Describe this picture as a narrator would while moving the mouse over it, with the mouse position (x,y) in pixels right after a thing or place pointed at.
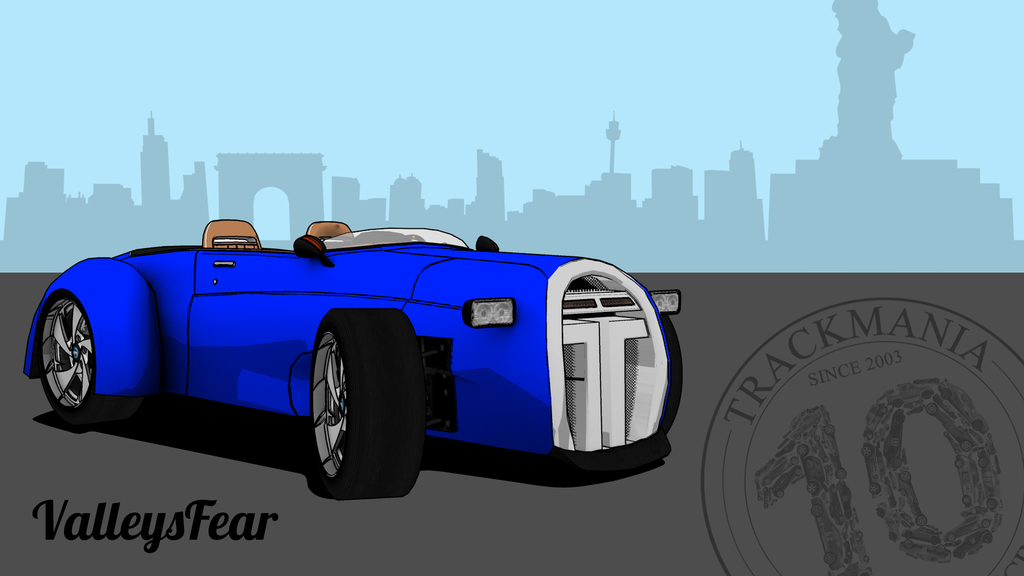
This image is an animation. In the center (661,382) there is a vehicle (572,447). In the background (119,197) there are buildings (608,222) and towers (612,152). There is text (861,354).
